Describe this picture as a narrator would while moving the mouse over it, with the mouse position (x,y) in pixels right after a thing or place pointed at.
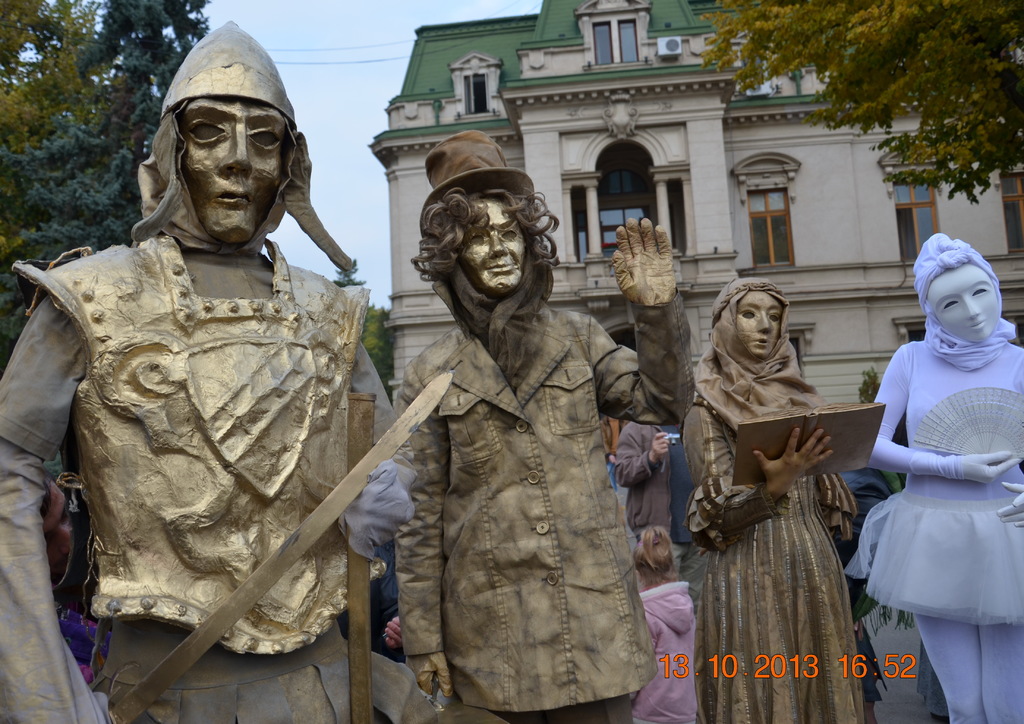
In this image I can see few statues (251,484) of persons (227,450) which are gold, brown and purple in color. In the background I can see few persons (689,489), few trees (985,140), a building (661,171), few windows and the sky (322,152).
